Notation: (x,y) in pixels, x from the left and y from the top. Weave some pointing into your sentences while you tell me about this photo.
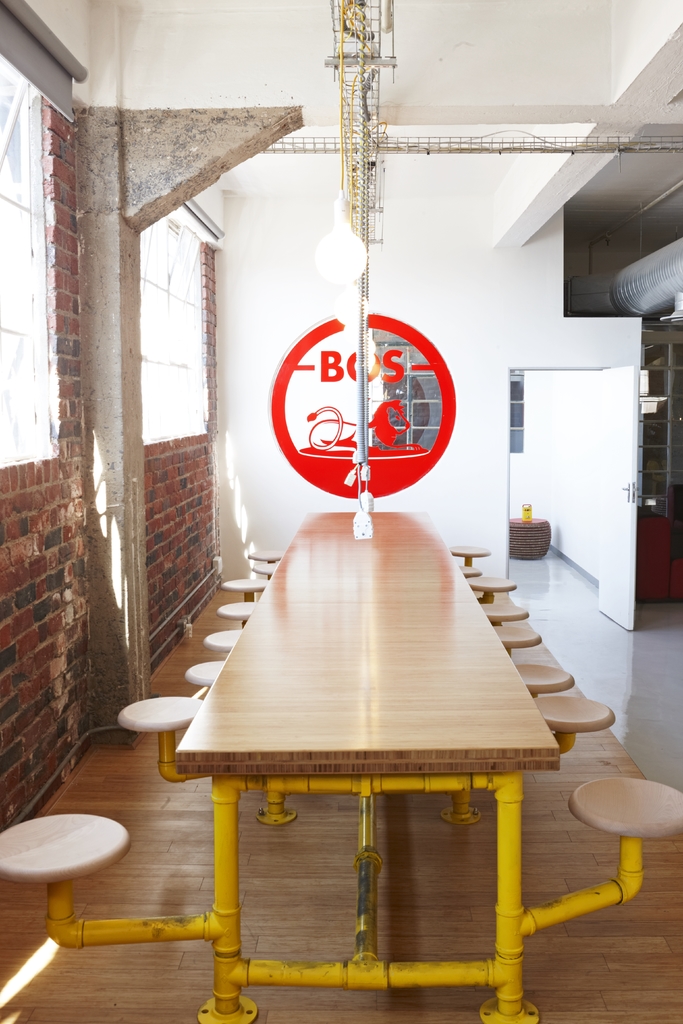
In the center of the image (452,671) we can see one table (334,699) with attached stools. In the background (480,434) there is a wall (482,312), windows (48,353) and a few other objects (458,150).
